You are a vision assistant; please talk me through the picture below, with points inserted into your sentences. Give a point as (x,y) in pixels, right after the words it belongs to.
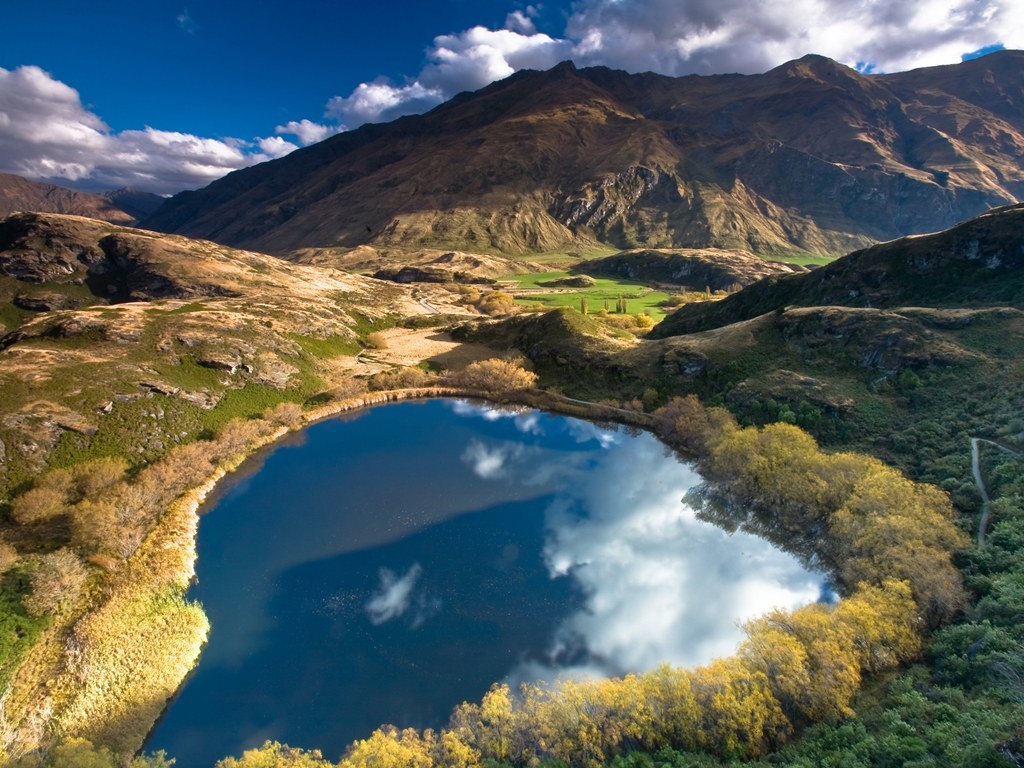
Sky (706,47) is cloudy. Here we can see plants (771,455) and grass (613,281). On this water (650,637) there is a reflection (668,596) of clouds (684,608).
